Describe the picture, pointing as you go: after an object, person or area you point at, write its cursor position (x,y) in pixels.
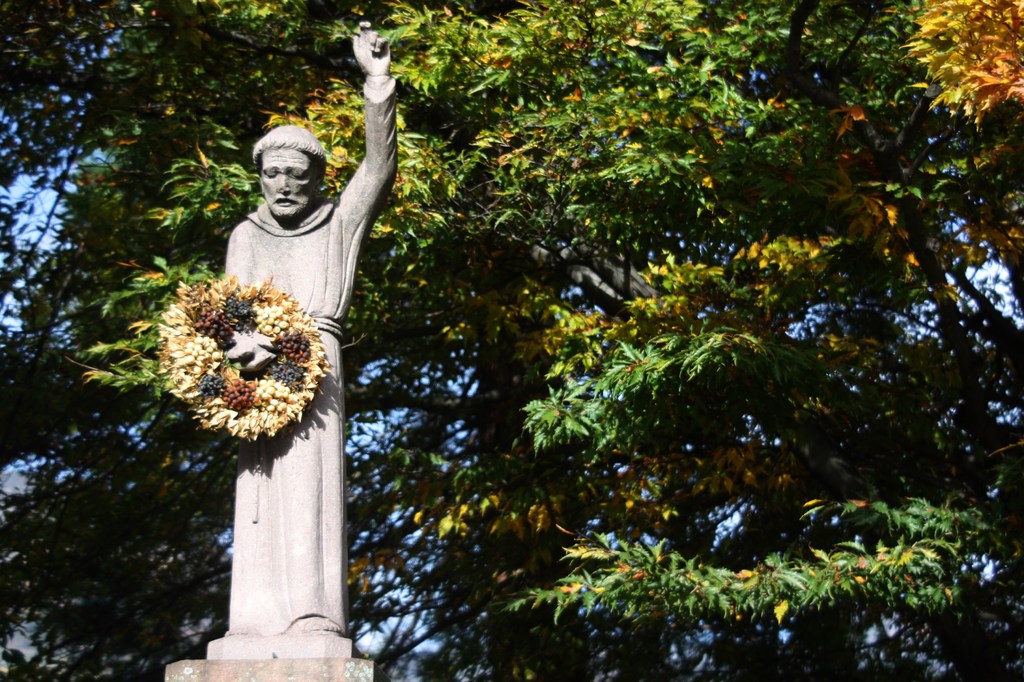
In this image, we can see a human statue (305,554) with garland (232,404). Background (453,655) we can see trees (593,546) and sky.
